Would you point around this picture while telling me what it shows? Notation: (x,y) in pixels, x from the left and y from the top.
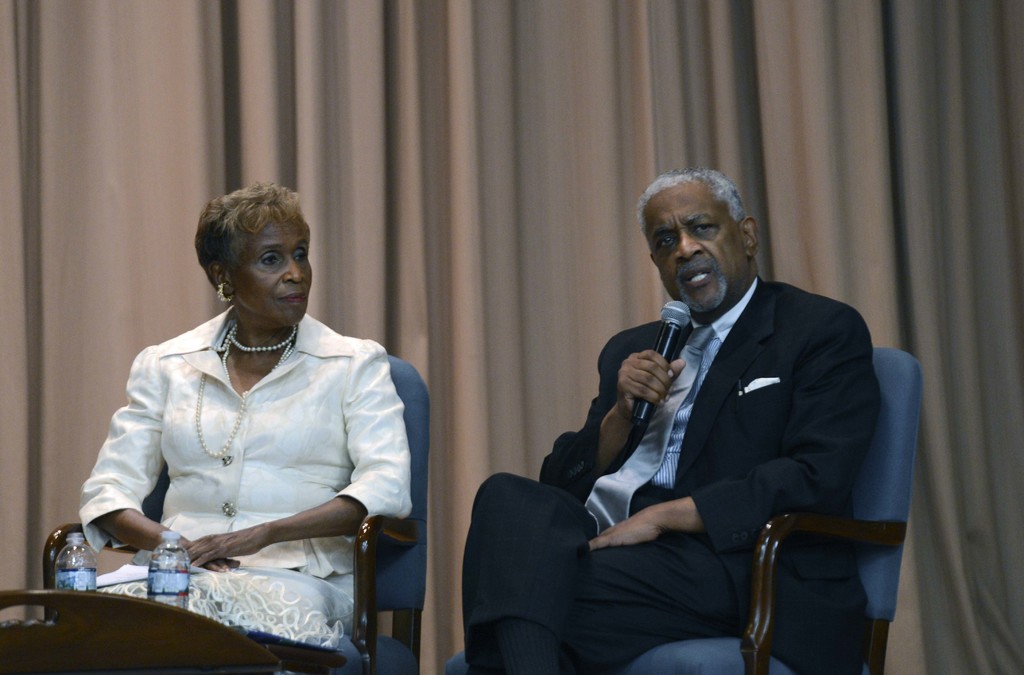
There are two people (322,415) in image man (806,437) and woman (276,432) sitting on chair (371,522). On right side (691,465) there is a man (699,441) sitting on chair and holding a microphone (667,318) and opened his mouth (694,280) for talking. On left side (325,324) there is a woman (319,414) sitting on chair (388,537) in front of a table (302,650), on table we can see two water bottles (187,573). In background (391,217) there is a curtain (517,228) which is in cream color.
